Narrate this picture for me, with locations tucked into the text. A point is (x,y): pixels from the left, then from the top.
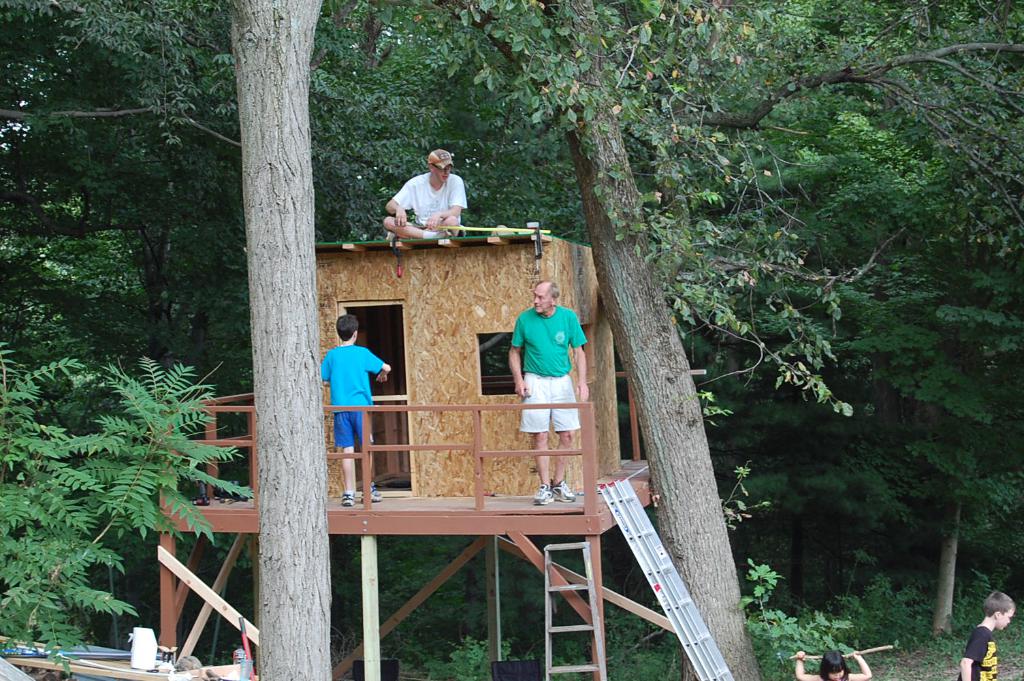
There are two people (582,364) standing. We can see wooden house (609,395) and railing (252,404). Top of the wooden house (483,255) there is a person (421,213) sitting. We can see ladders (682,597), objects (241,640) on wooden surface (171,670), trees (57,606) and plants (843,600). On the right side of the image (833,675) we can see people (842,664).
